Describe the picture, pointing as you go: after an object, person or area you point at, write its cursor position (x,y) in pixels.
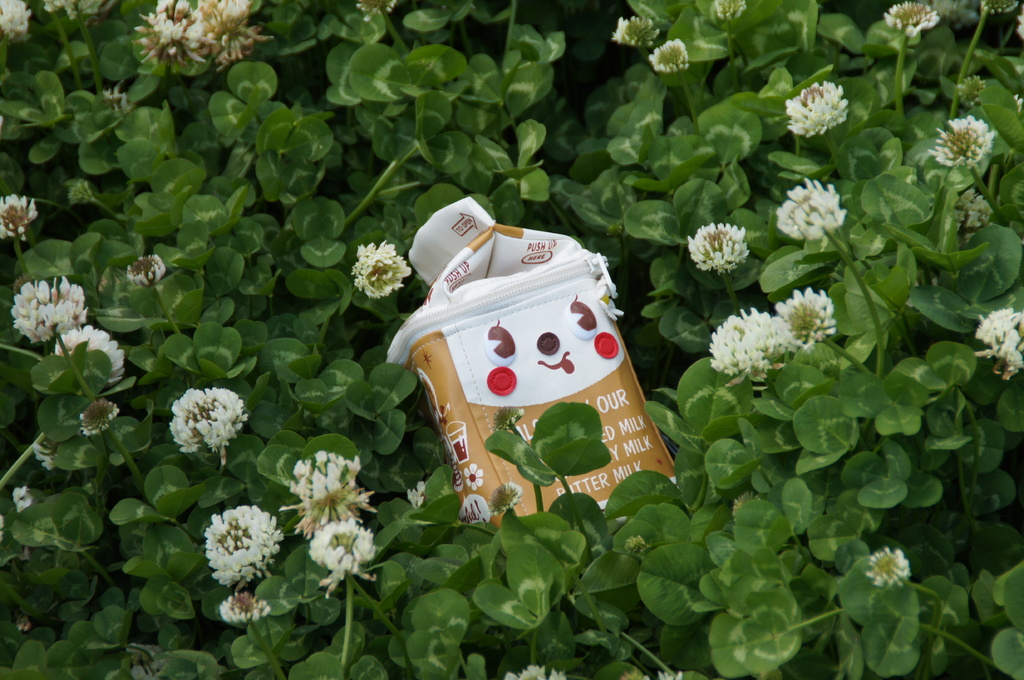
In this image we can see a bag (560,348) in between the plants (103,367) with flowers (363,285).
